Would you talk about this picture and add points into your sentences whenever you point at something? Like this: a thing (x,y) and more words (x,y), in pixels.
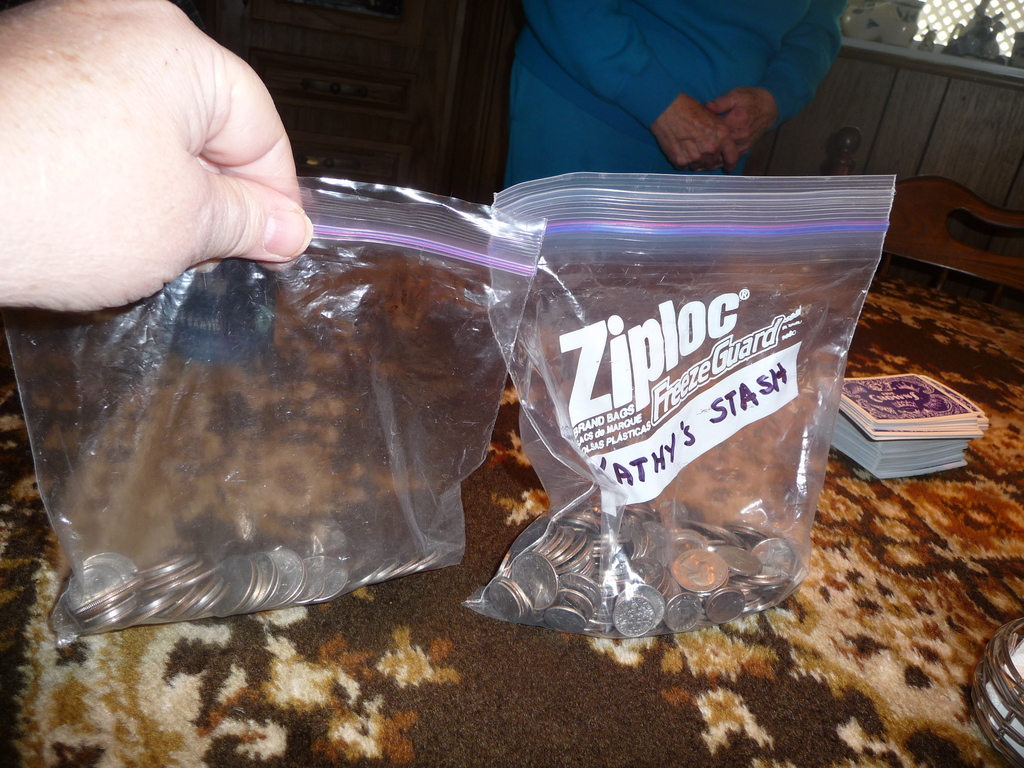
In this image there are coins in covers (750,463), there are cards (906,449) and an item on the table (15,760), a person (273,209) holding a cover (431,303) of coins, and in the background (769,120) there is a chair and a person (678,143) standing.
